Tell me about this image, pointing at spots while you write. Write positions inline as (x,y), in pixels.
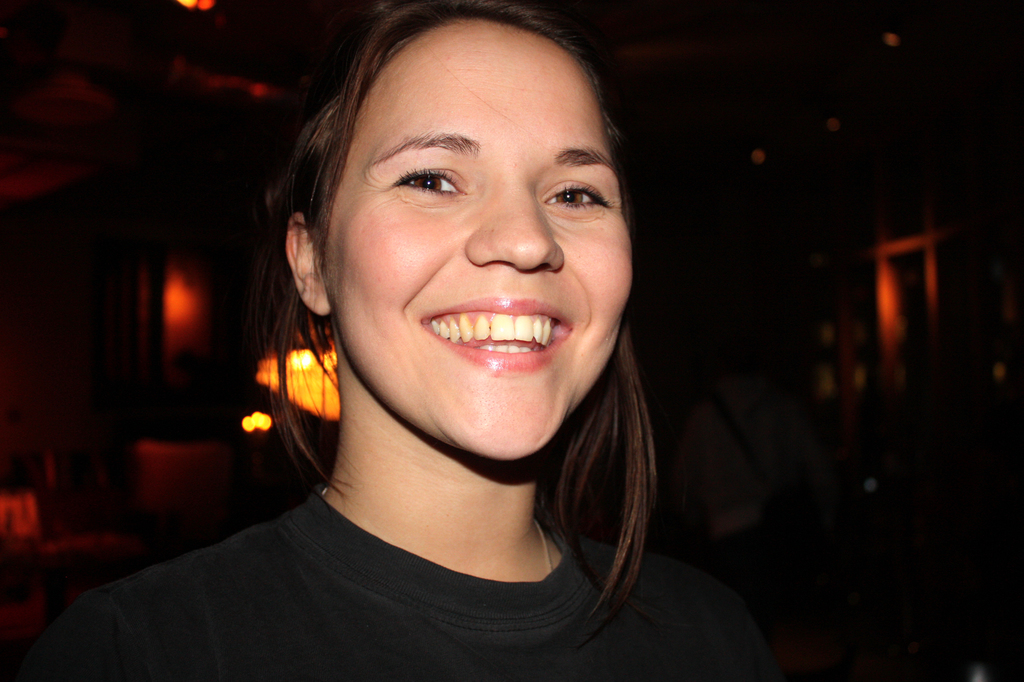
In this image, we can see a woman (493,176) is watching and smiling. Background (841,544) it is dark. Here we can see a person (719,490) and lights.
